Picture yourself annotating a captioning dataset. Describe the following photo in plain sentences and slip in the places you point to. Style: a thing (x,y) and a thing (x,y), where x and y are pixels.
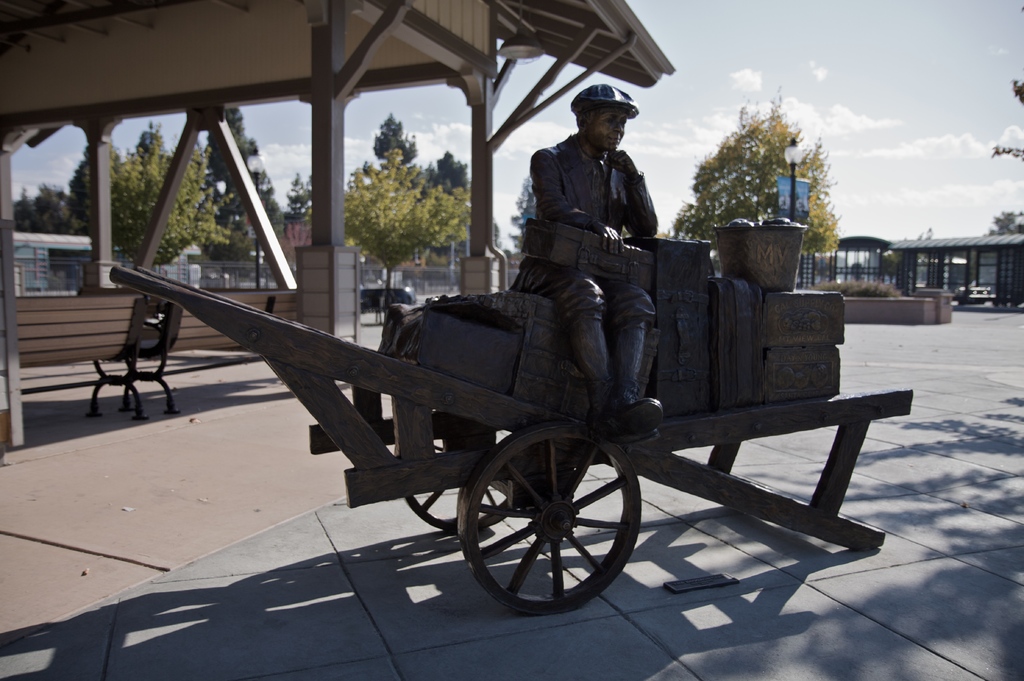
In the image there is a statue (559,177) of man (636,386) sitting on luggage (648,379) on carriage (405,451), behind there is a shed (331,43) with trees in the background (397,216) all over the place and above its sky (931,125) with clouds (747,89).
